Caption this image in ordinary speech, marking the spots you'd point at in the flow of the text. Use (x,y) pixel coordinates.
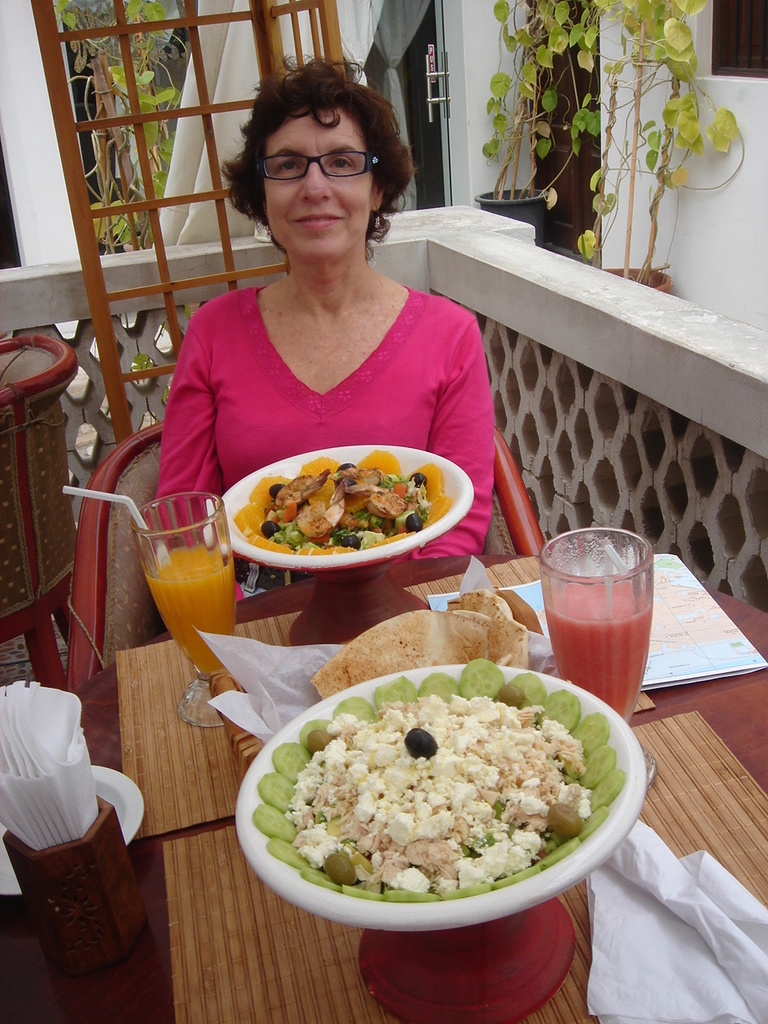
Here a woman (456,349) is sitting on the chair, she wore pink color dress (367,375), spectacles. These are the food items (425,704) on a dining table (138,847). On the right side (676,187) there are plants (686,121).
